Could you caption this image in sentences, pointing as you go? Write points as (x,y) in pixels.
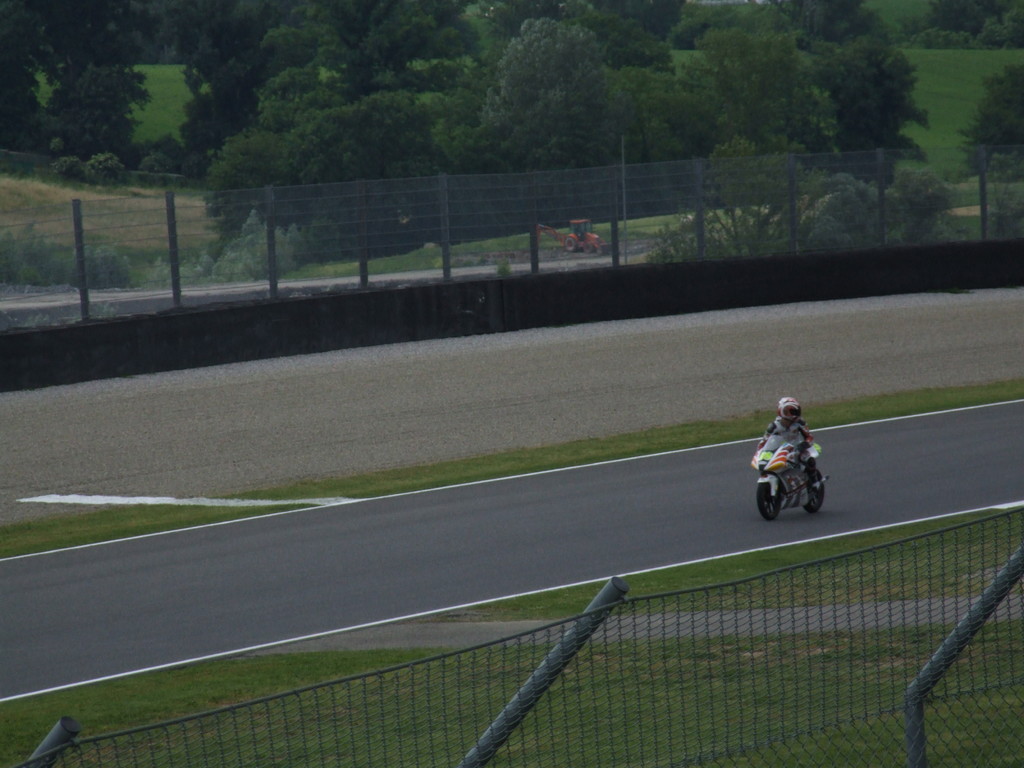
In this image we can see the person (787,437) riding a motorcycle (768,498) on the road (527,532) and there is the vehicle (590,245) on the ground (630,240). And at the sides we can see a fence (580,642) with rods (533,682) and there are trees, ground (549,260) and grass (406,656).
